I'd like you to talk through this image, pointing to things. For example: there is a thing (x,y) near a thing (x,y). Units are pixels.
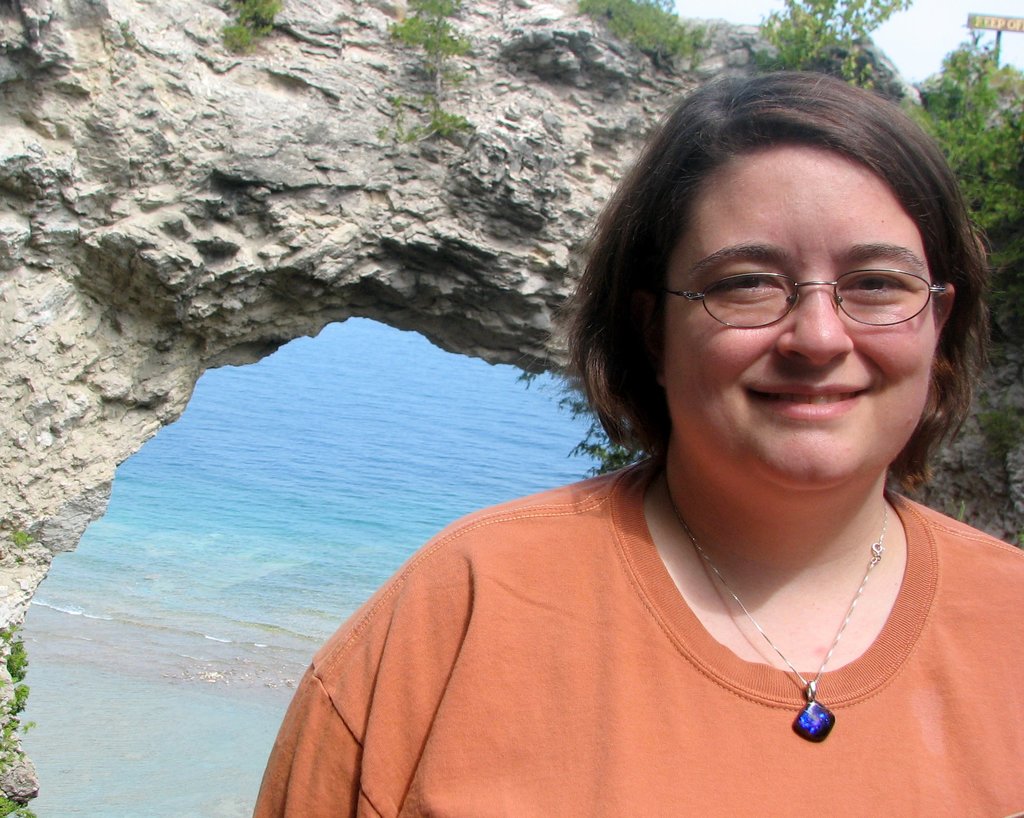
In the foreground of the picture (668,727) there is a woman (916,725) wearing spectacles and an orange t-shirt (651,736). In the center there are plants (974,117) and a rock (54,229). In the background (245,414) there is water (320,506).
